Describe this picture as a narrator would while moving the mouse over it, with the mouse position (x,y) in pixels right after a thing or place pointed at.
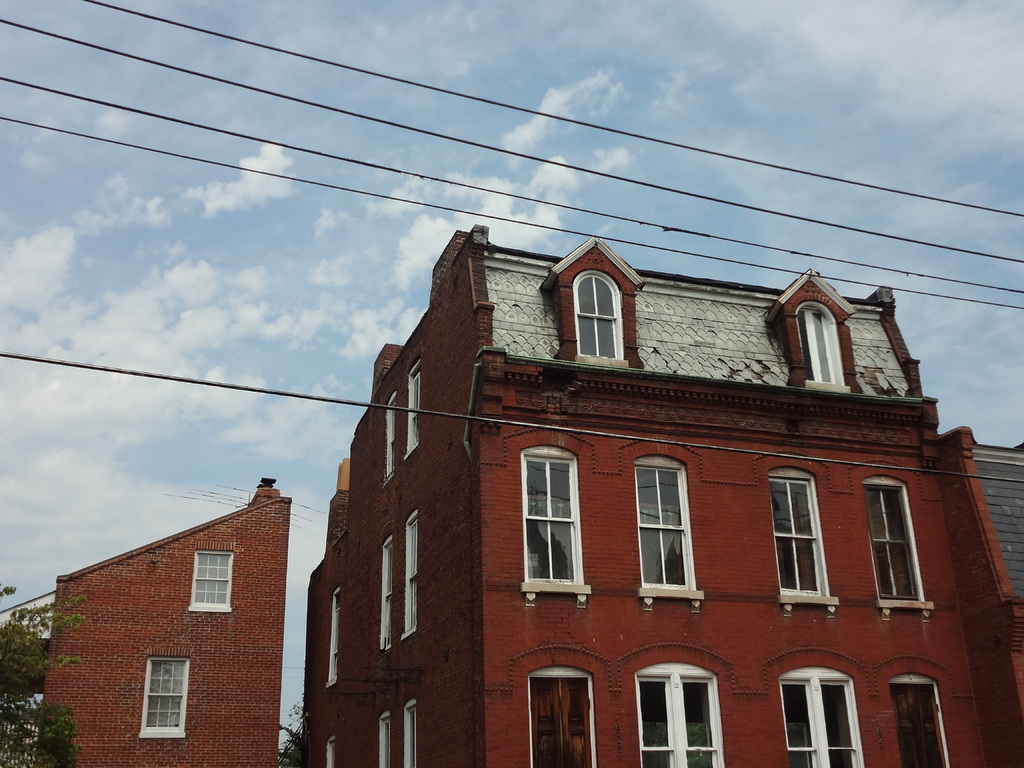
In the foreground of this image (643,631), there are buildings (509,718). At the bottom (295,747), there are few trees (50,730). At the top (412,152), there are cables (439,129), sky (576,107) and the cloud (547,106).
